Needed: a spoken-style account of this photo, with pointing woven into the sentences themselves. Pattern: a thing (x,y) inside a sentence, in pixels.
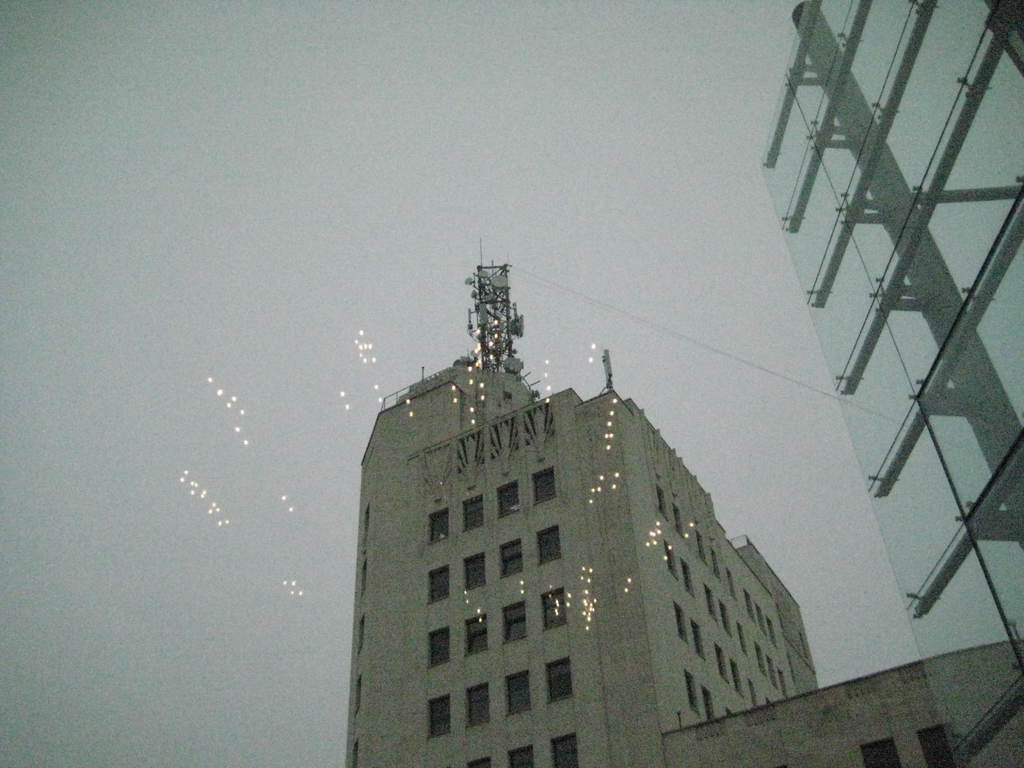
In this image I can see few buildings (604,628) and the sky (514,214) is in white color.
